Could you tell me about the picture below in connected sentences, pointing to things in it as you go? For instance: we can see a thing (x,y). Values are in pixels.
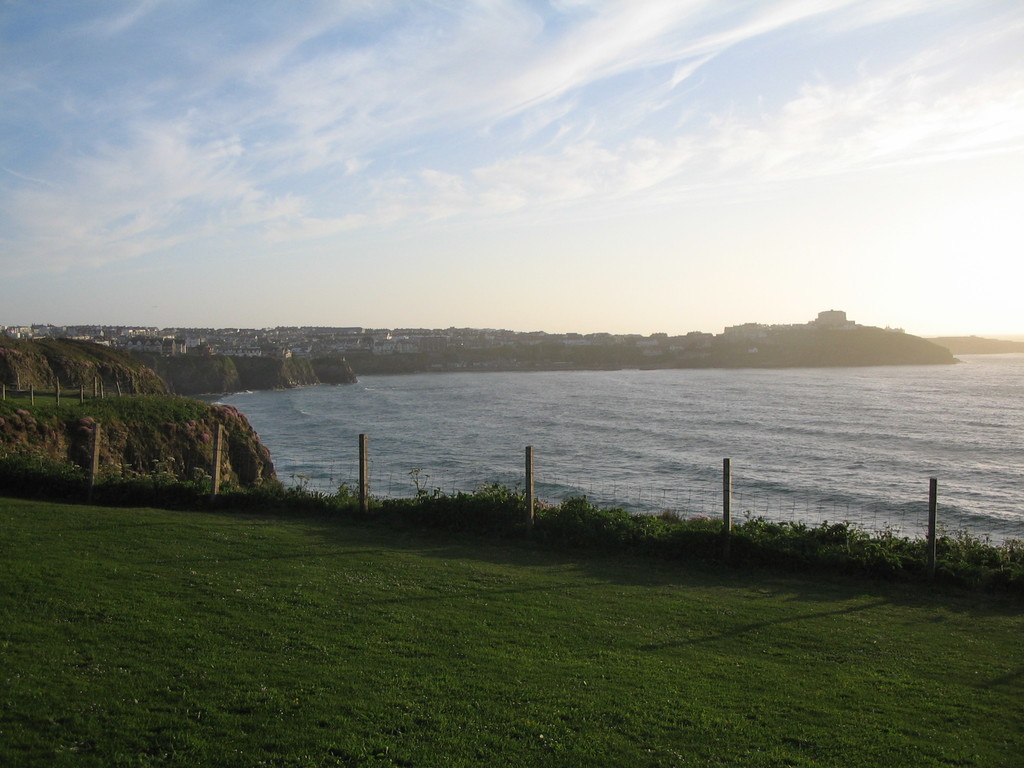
In this picture there is grassland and a fence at the bottom side of the image (528,522), it seems to be there is a sea (568,452) in the center of the image (555,399) and there are buildings (563,342) and greenery (445,361) in the background area of the image (442,342) and there is sky (134,114) at the top side of the image (634,107).
